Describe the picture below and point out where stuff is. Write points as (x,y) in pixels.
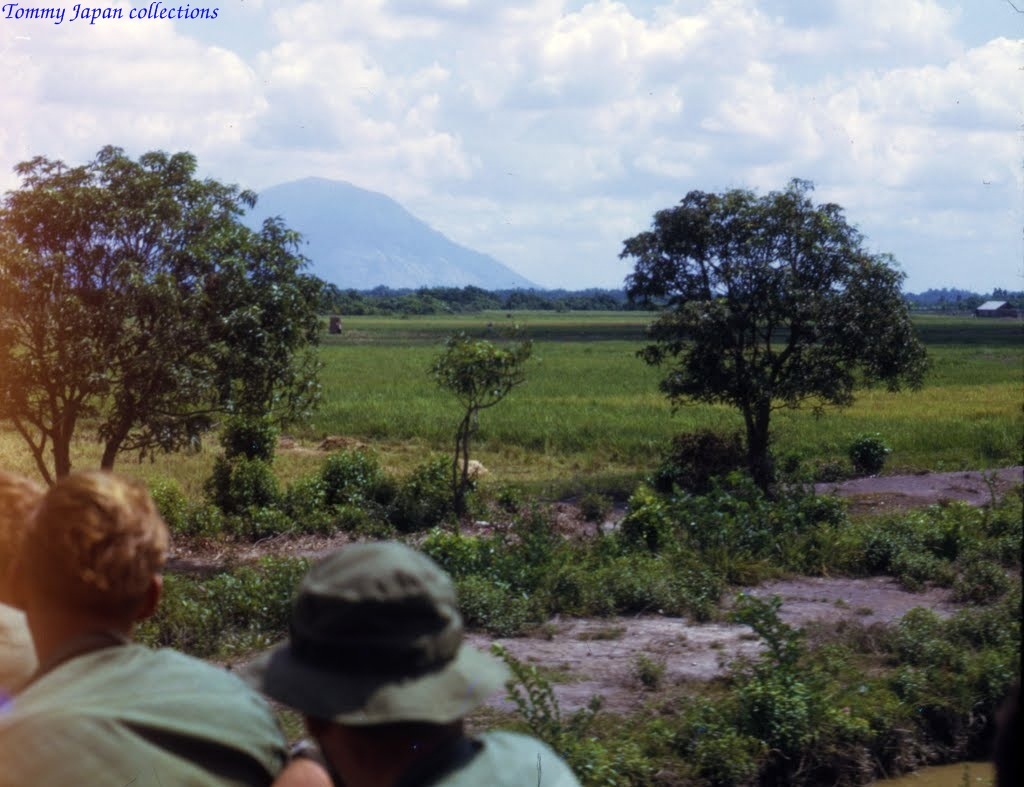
In this image we can see sky (381,68) with clouds (361,131), hills (366,234), trees (449,355), grass (543,381), shrubs (747,532), ground (330,535) and persons (317,626).
